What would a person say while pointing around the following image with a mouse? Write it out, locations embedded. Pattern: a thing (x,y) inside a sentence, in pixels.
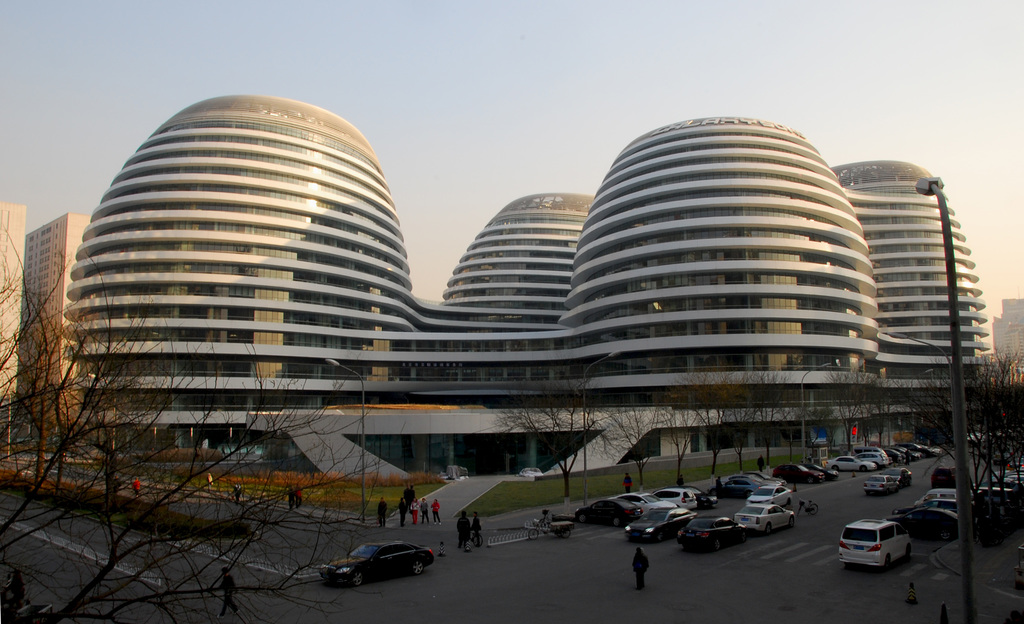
In this picture we can see few trees (1003,418), poles (955,412), vehicles (641,526) and group of people (425,504), in the background (319,298) we can find few buildings (582,280).
